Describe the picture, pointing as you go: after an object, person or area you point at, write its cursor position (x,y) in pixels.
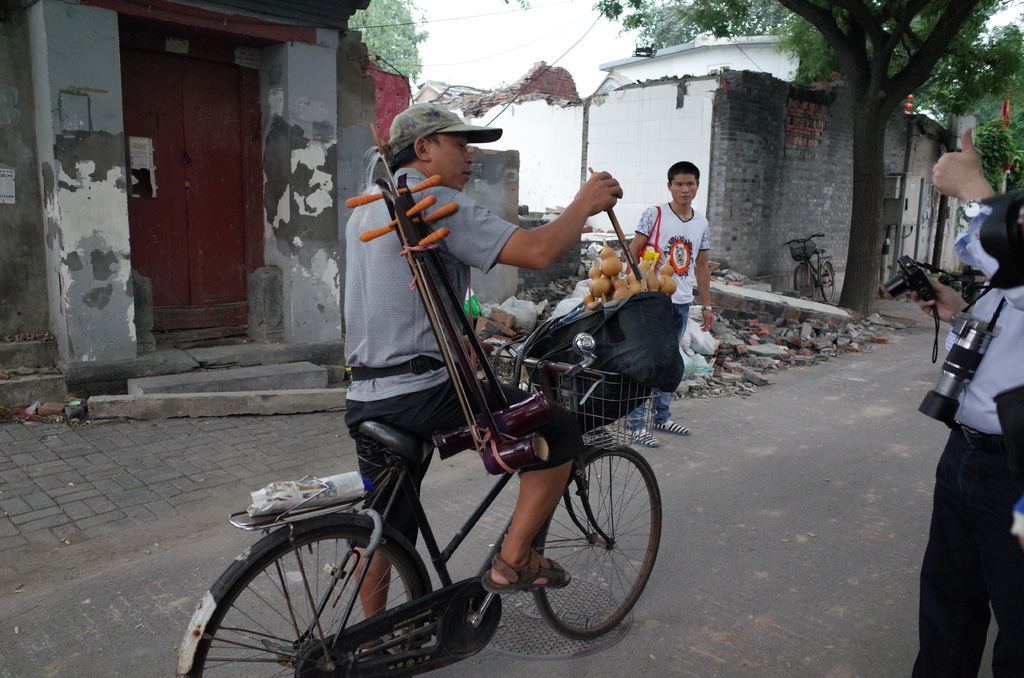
In this picture we can see a man (425,401) on the bicycle (424,540). This is bag (613,323) and these are the two persons (1008,664) standing on the road (793,578). And this is camera (973,351). Here we can see a house (816,164) and there is a tree (857,69). And this is sky (475,41).
